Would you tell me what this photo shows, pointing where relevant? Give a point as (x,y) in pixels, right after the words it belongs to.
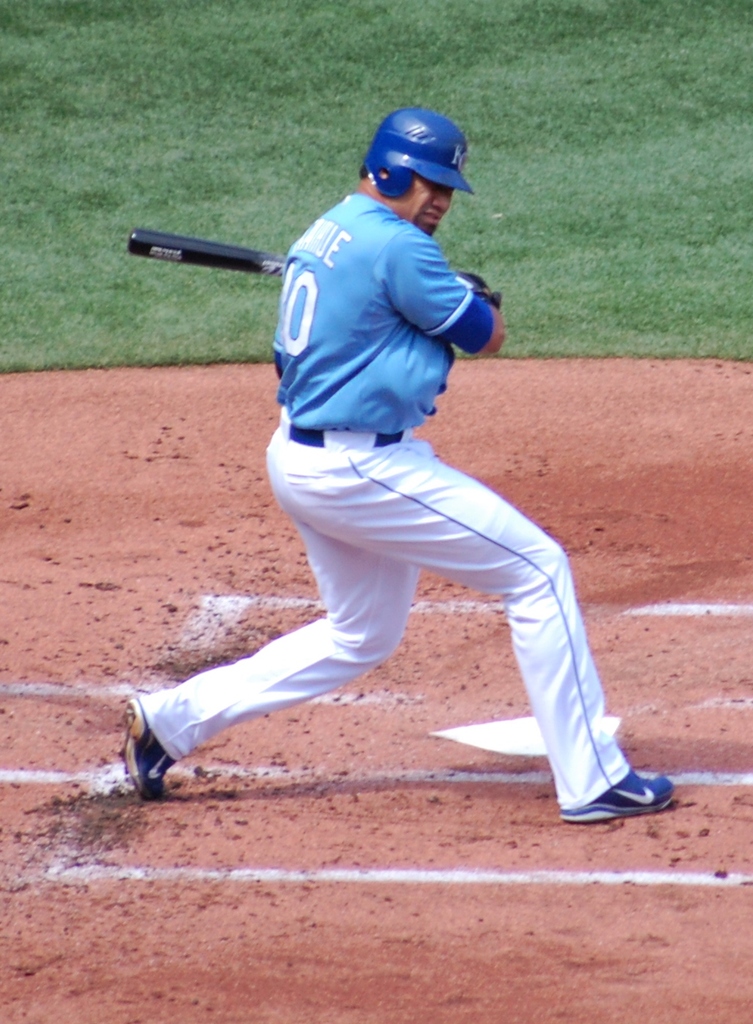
In this picture I can see a person (375,477) wearing a helmet (382,149) and holding a baseball bat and standing on the surface (374,834). I can see green grass (314,142).
